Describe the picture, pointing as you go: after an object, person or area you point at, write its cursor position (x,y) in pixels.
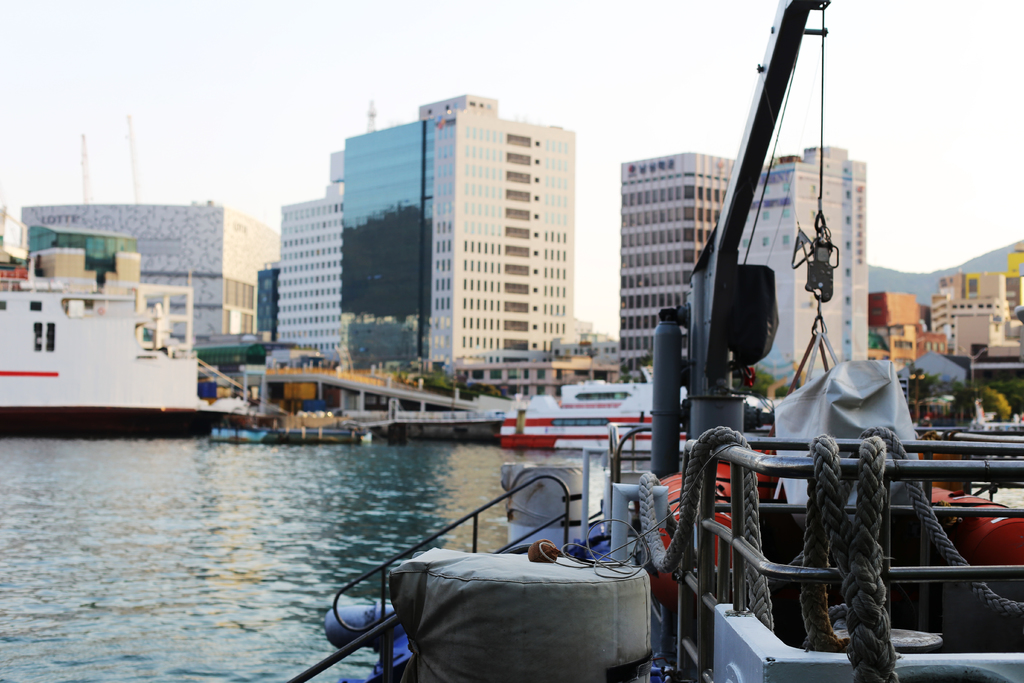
In this image we can see there are ships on the river (242,593). At the center of the image (544,274) there are buildings (650,258). In the background (568,80) there is a sky (551,91).
